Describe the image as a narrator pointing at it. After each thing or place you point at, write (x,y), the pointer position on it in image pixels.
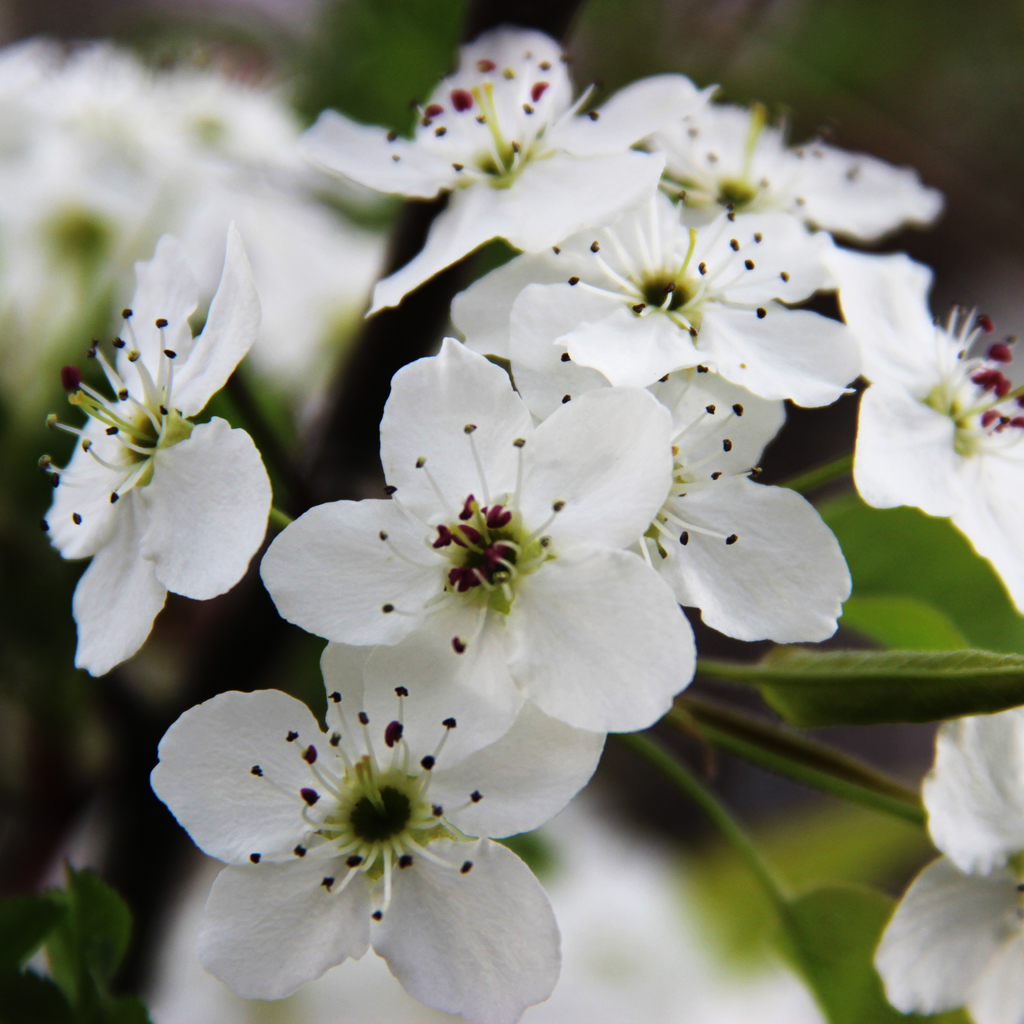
In this picture I can see a plant (466,679) with white flowers (428,715), and there is blur background (1012,147).
